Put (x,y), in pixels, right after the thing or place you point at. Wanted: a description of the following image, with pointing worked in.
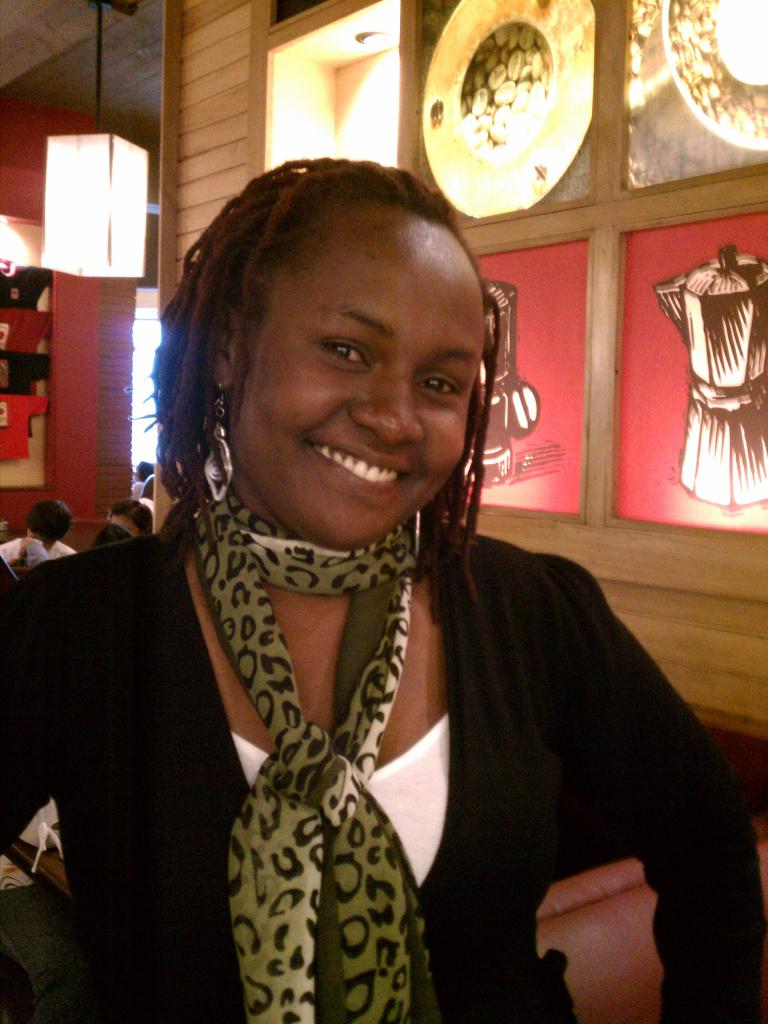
In this image there is a person (342,466) smiling, and at the background (516,434) there are frames (516,117) attached to the wooden wall (652,590), lights (92,254), group of people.
